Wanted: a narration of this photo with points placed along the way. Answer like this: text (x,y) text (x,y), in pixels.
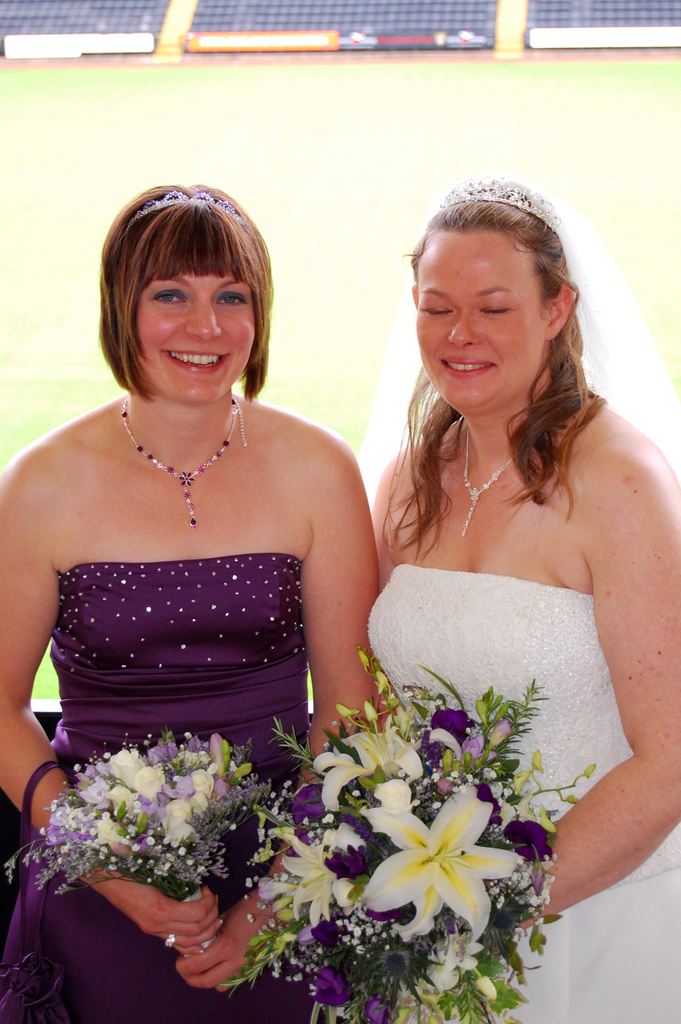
The woman (400,645) in the right corner of the picture (568,631) who is wearing a white dress (431,622) is holding a flower bouquet (383,858) in her hands (530,919). She is smiling. Beside her, we see the woman (127,666) in the purple dress (201,718) is also holding a flower bouquet (213,833) in her hands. She is also smiling. Behind them, it is green in color. At the top of the picture (335,13), we see something in blue, orange and white color. This picture might be clicked in the outdoor stadium (336,190).
